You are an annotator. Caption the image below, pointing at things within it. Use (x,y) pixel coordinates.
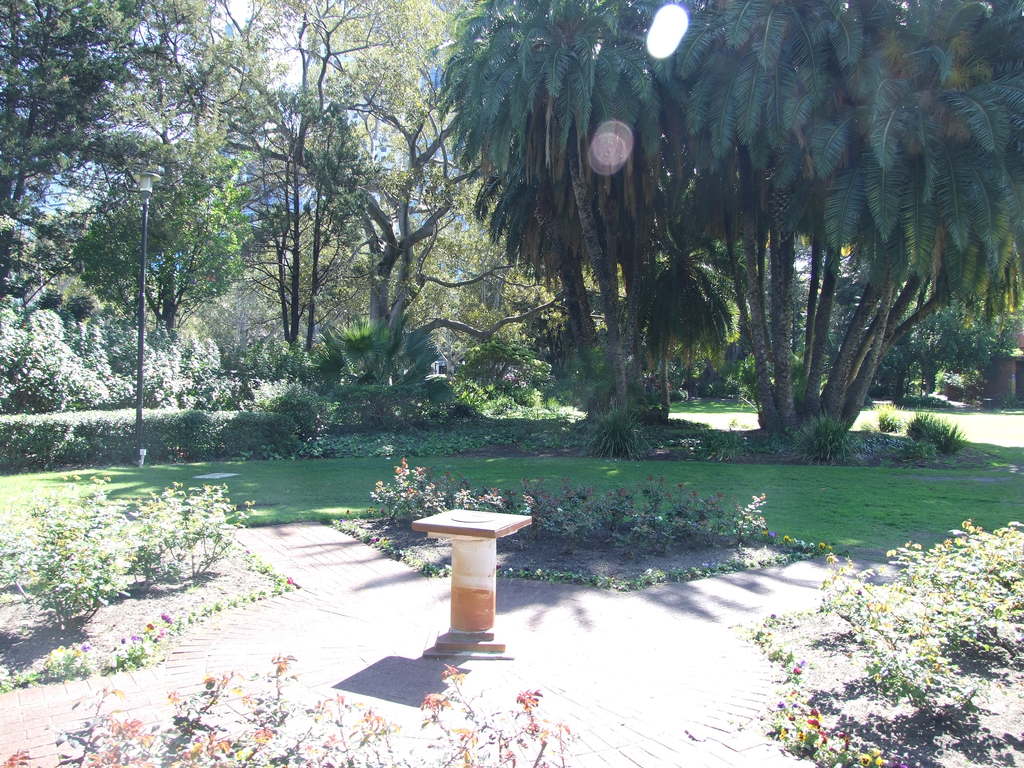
In the middle of the picture (477,510), we see a pole (471,626). Beside that, we see plants (511,504). In the background (173,193), we see a lamp pole (149,189) and there are trees (424,280) in the background (527,209). This picture might be clicked in the garden (713,583). It is a sunny day.
